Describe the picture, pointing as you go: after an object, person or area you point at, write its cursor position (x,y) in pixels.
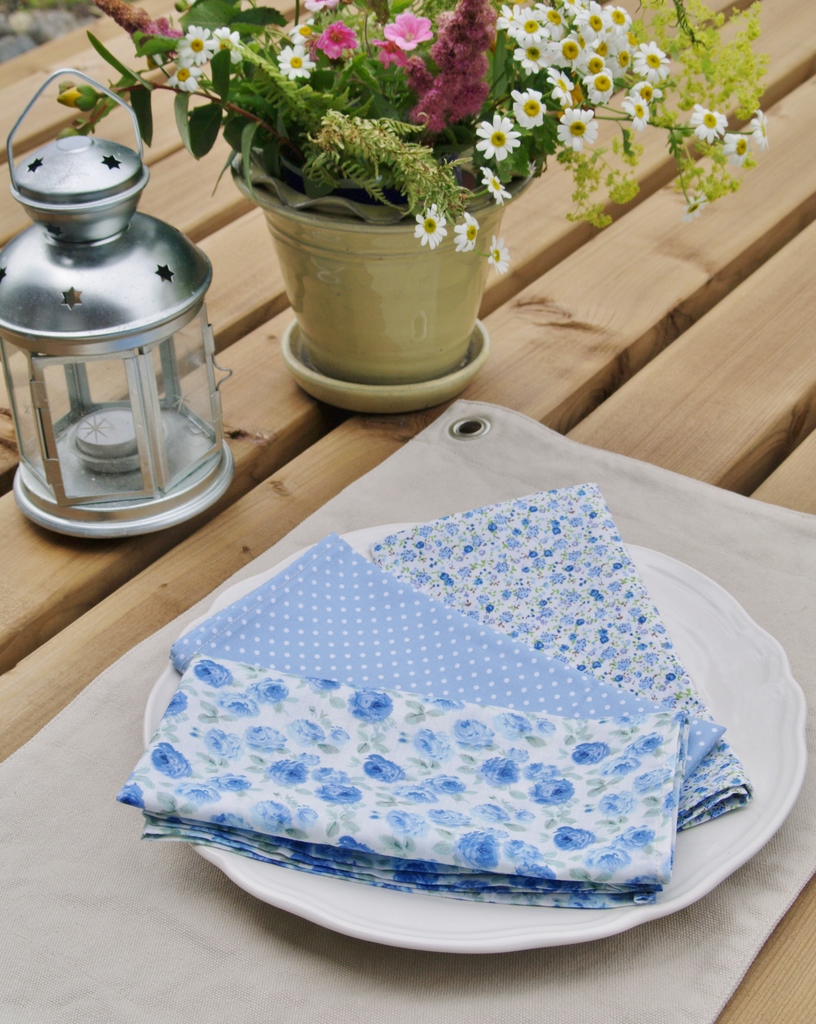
In this picture we can see a plate (672,589), flower vase (342,264), and a candle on the table (695,379).
